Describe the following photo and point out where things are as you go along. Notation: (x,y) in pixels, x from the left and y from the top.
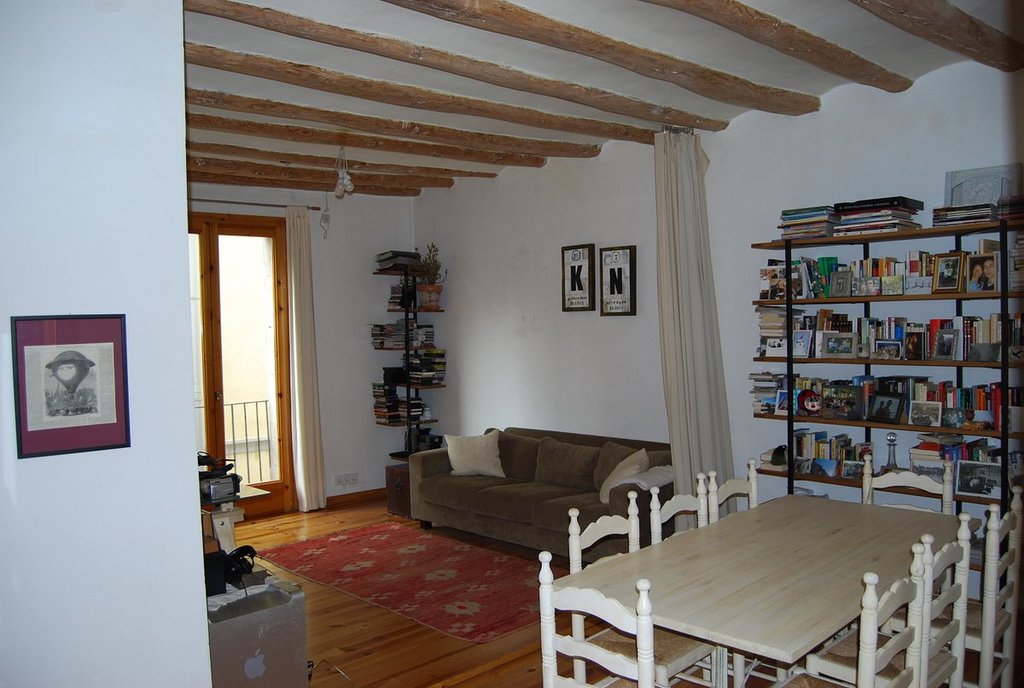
This is the picture in a house (665,412), this is a wooden table (771,591) dining table (775,602) and this are the chairs (700,496). This shelves (845,296) with lot of books (913,272) and the photo frames (947,350) and beside the shelf (775,362) there is a curtain (683,362) and there is sofa (507,482) on the sofa (546,470) there is the cushions (583,456). On the floor (384,511) this is a wooden floor (384,638), on the floor (367,635) there is red color mat (412,570). And there is a wall (505,335) on the wall (560,363) there is a two boards (611,274). The wall (504,331) is in white color and this a glass door (214,349).
